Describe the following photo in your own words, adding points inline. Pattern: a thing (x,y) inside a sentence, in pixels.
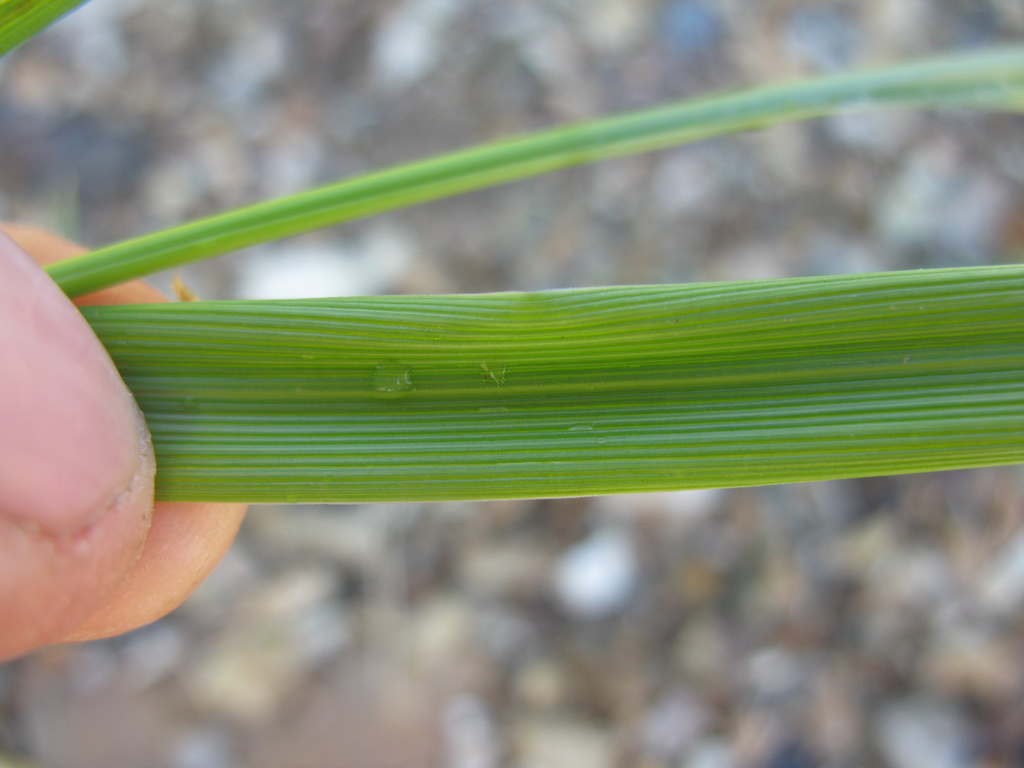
In this image in the foreground (39,399) there is one person (120,463) who is holding some plant (422,370).
